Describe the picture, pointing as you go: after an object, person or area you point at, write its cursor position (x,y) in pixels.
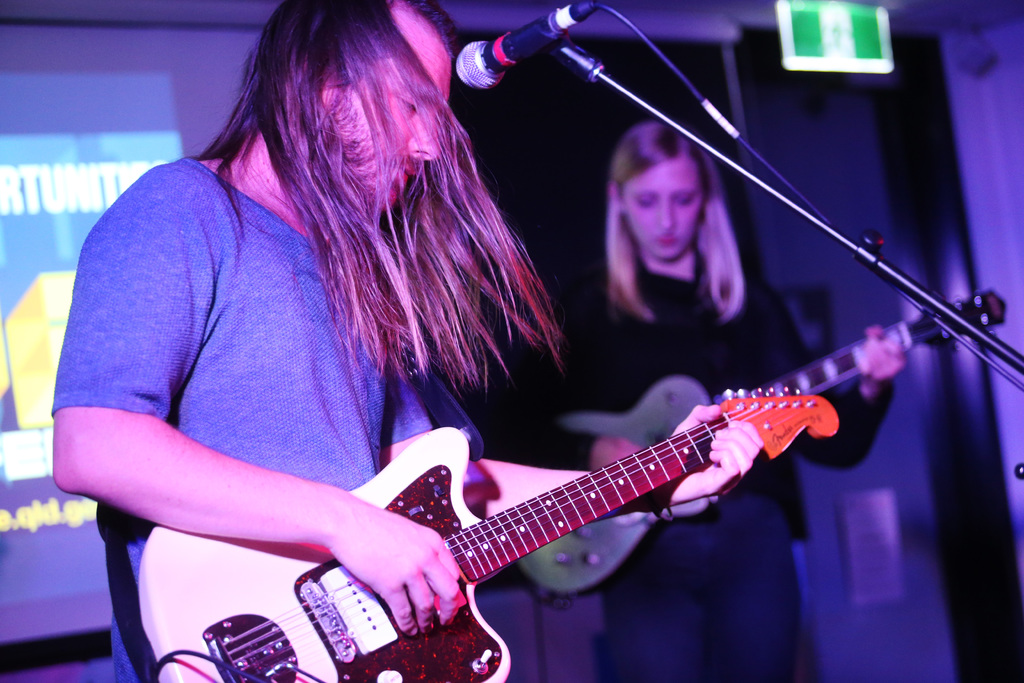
This person (301,309) is playing a guitar (359,624) in-front of mic (516,41). Far this woman (673,248) is also playing a guitar (673,416). Screen (144,90) is on wall (1002,330).
